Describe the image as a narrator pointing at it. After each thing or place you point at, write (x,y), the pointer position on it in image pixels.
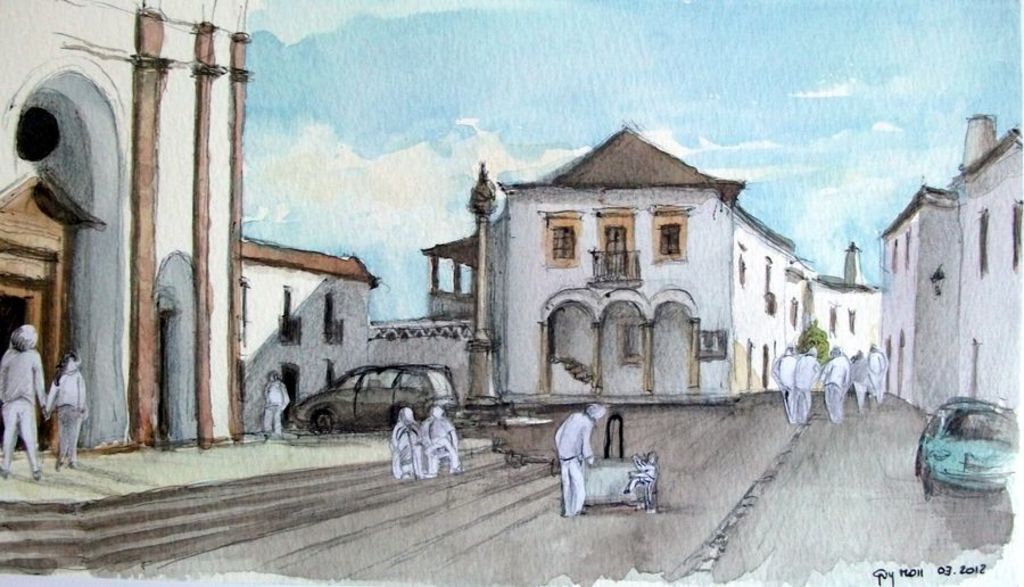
In this image consists of a poster (556,359). In the middle (534,323) there are houses (582,289). On the right (820,403) there are some people (829,394), car (954,446) and land (799,462). On the left (278,381) there are some people (412,467), car (334,430), staircase (225,502). At the top (743,95) there are sky (531,125) and clouds (382,183).
